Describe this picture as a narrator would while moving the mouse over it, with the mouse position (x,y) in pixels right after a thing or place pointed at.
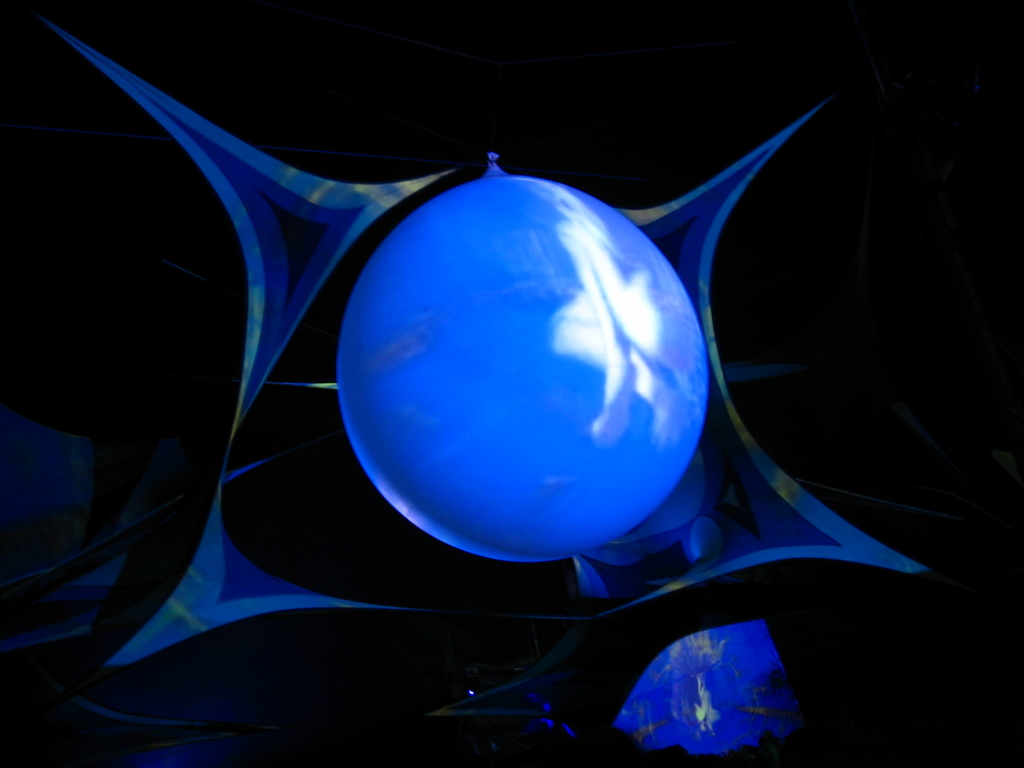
In this picture we can see a blue color balloon (505,370) in the middle of the image (575,339).
